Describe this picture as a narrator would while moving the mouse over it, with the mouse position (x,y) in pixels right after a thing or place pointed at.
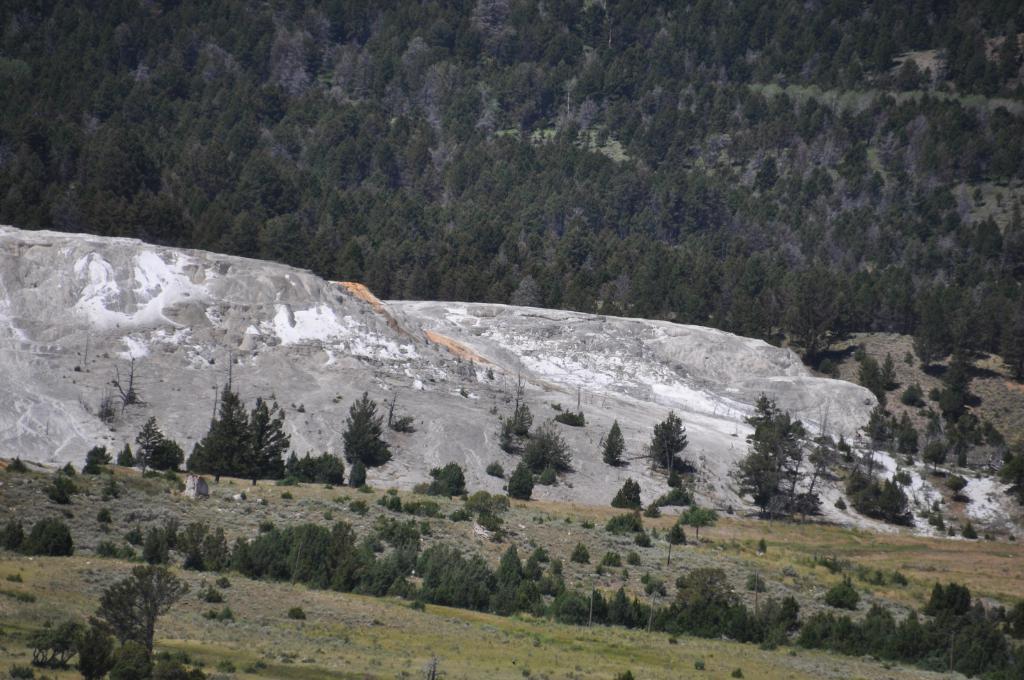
In this image we can see ground (709,653), plants (524,606), trees (348,534), and mountain (552,318).
